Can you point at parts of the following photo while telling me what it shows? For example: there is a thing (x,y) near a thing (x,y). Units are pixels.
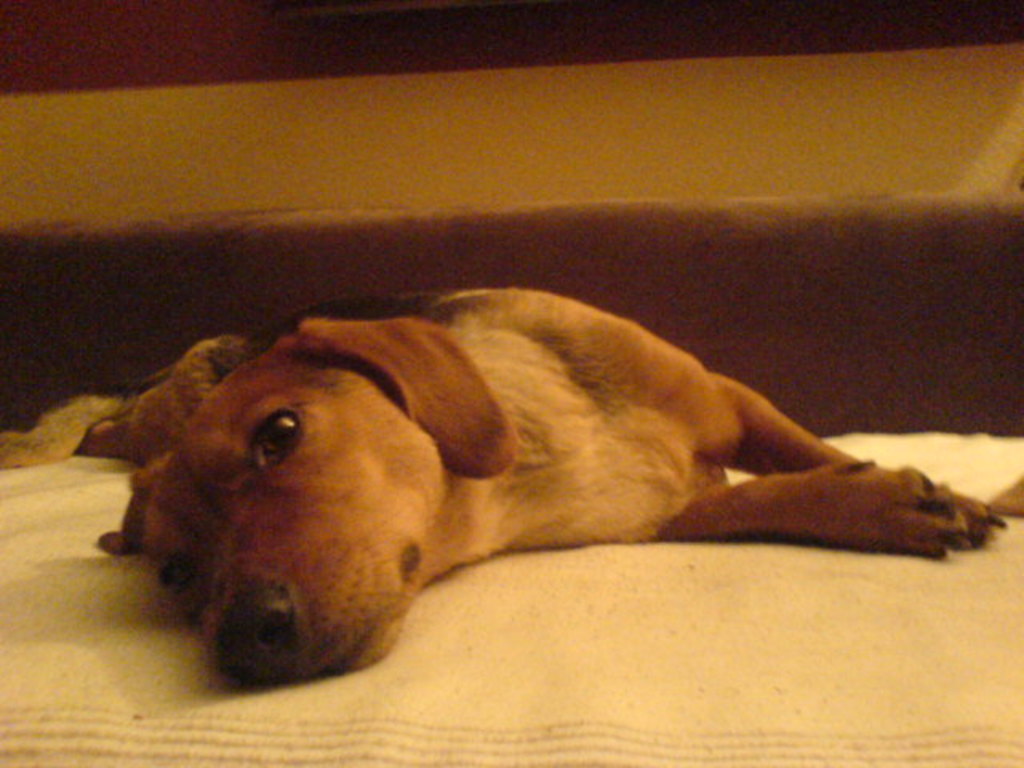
In this picture there is a dog (315,540) laying on a cloth (407,708). In the background of the image (735,120) it is blurry.
